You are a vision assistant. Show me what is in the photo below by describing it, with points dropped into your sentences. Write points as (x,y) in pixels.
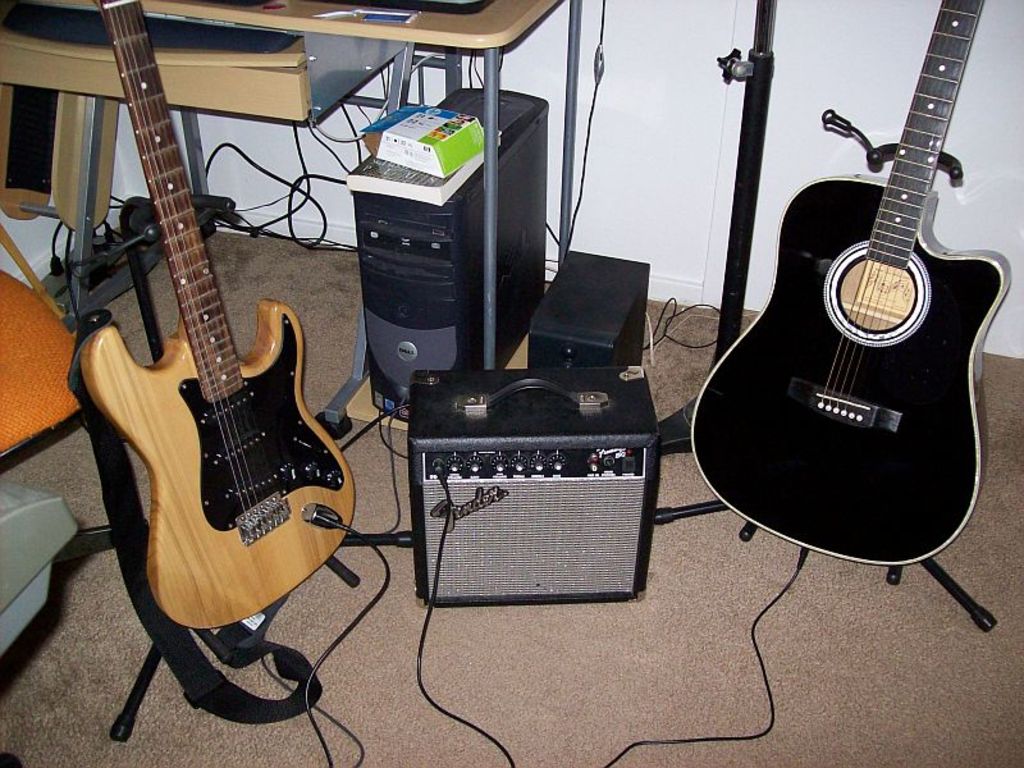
In this image, there is a floor (763,711) of brown color, and there are some music instruments (937,406) placed on the ground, There is a table (180,71) in yellow color on that table (227,57) there is a keyboard (173,45) in black color, there is a CPU (450,273) in black color, there is a speaker (599,323) in black color and in the background (622,147) there is a white color wall (703,53).
